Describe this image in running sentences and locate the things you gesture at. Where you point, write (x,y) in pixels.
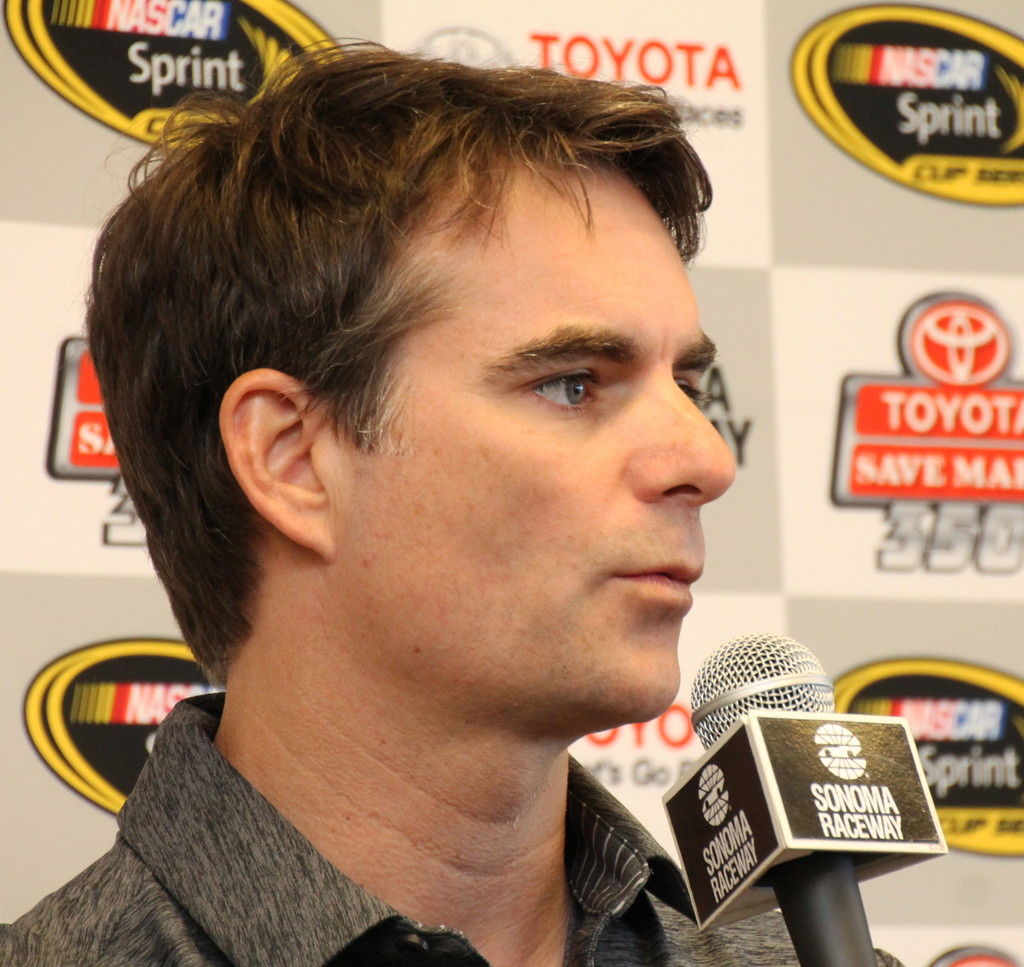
This picture shows a man (494,529) speaking with the help of a microphone (808,708) and we see a advertisement board (774,279) on the back (774,279).
